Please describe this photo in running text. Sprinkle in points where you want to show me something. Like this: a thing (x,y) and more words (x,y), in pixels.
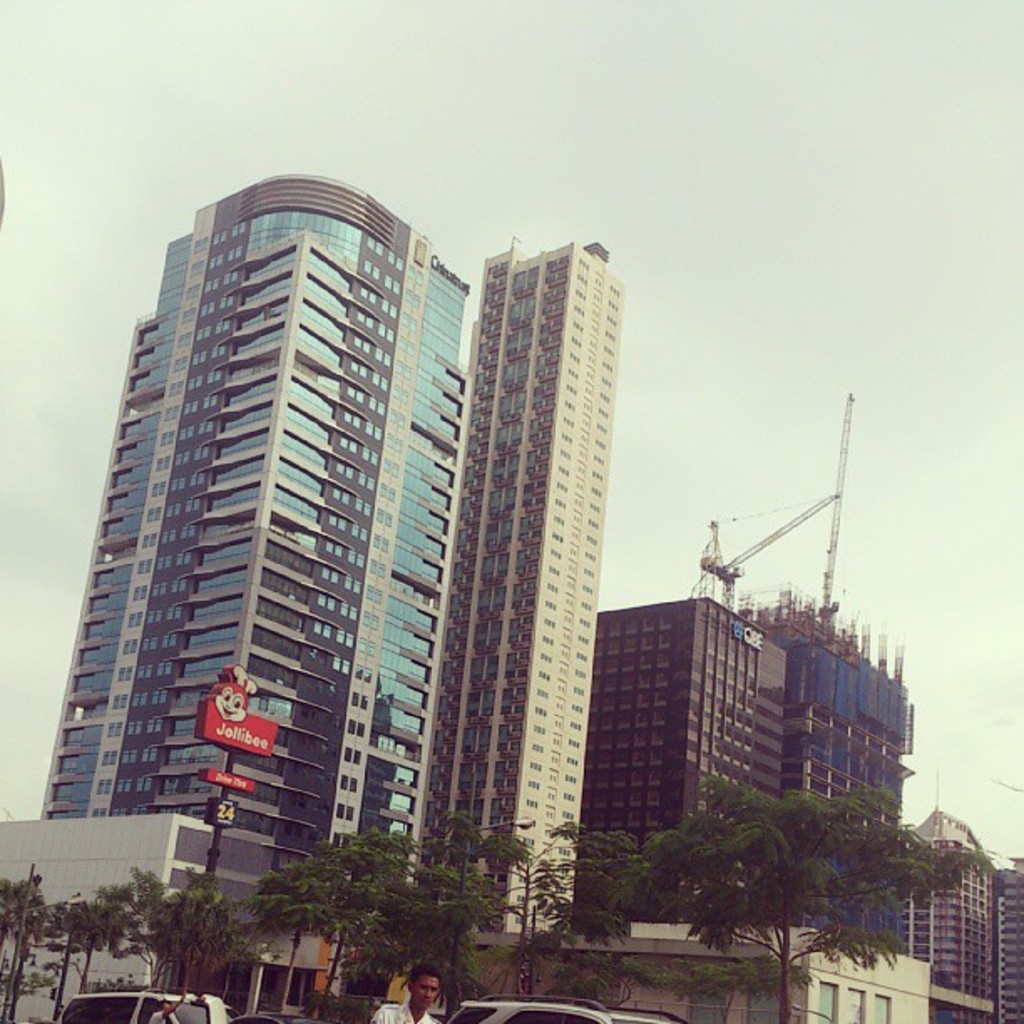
In this picture there is a skyscraper (296,730) on the left side of the image (148,528) and there are buildings (964,907) on the right side of the image (841,1021), there are trees (558,865) at the bottom side of the image (13,912).
